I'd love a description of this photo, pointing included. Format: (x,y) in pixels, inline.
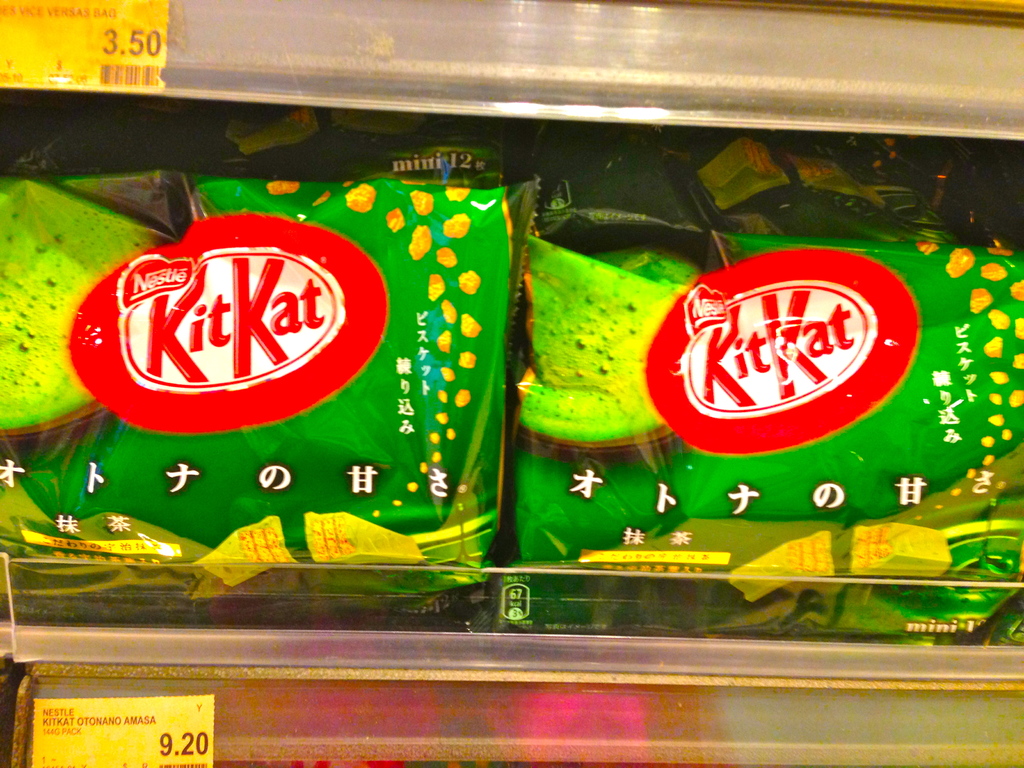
In the center of the image (582,427) we can see packets (523,452) of food products (523,452) in the rack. And we can see two small pieces (32,83) of a paper (32,83) on the rack (108,697). And we can see some text (164,719) on the papers (164,719).
